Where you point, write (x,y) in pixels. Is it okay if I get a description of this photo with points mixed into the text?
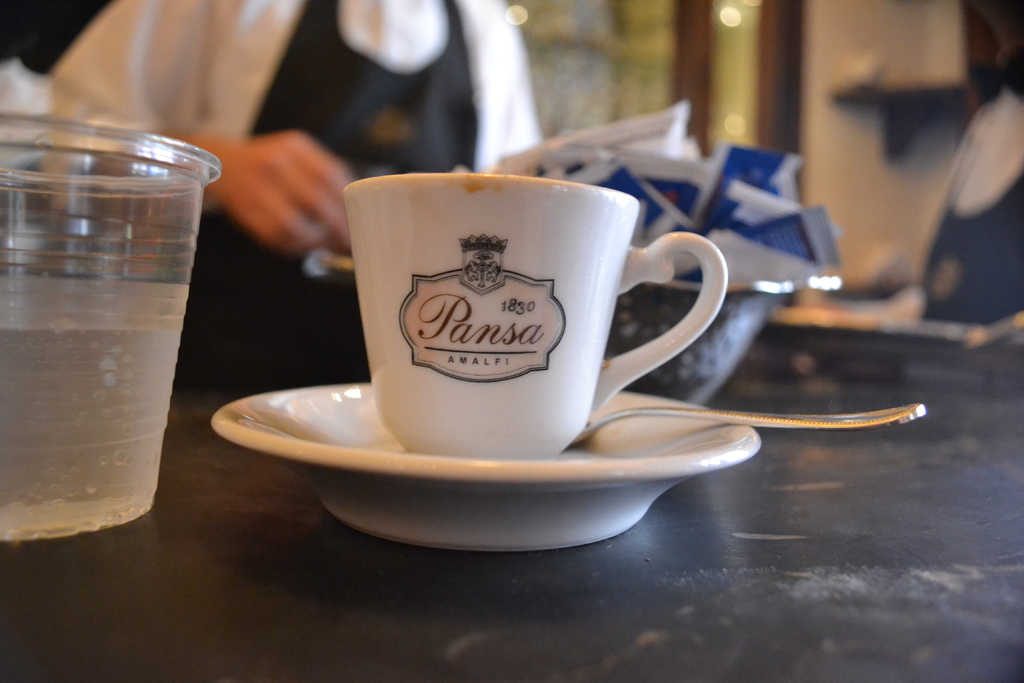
In this picture I can see a person (248,139) in front of the table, on the table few objects (457,346) are placed.
